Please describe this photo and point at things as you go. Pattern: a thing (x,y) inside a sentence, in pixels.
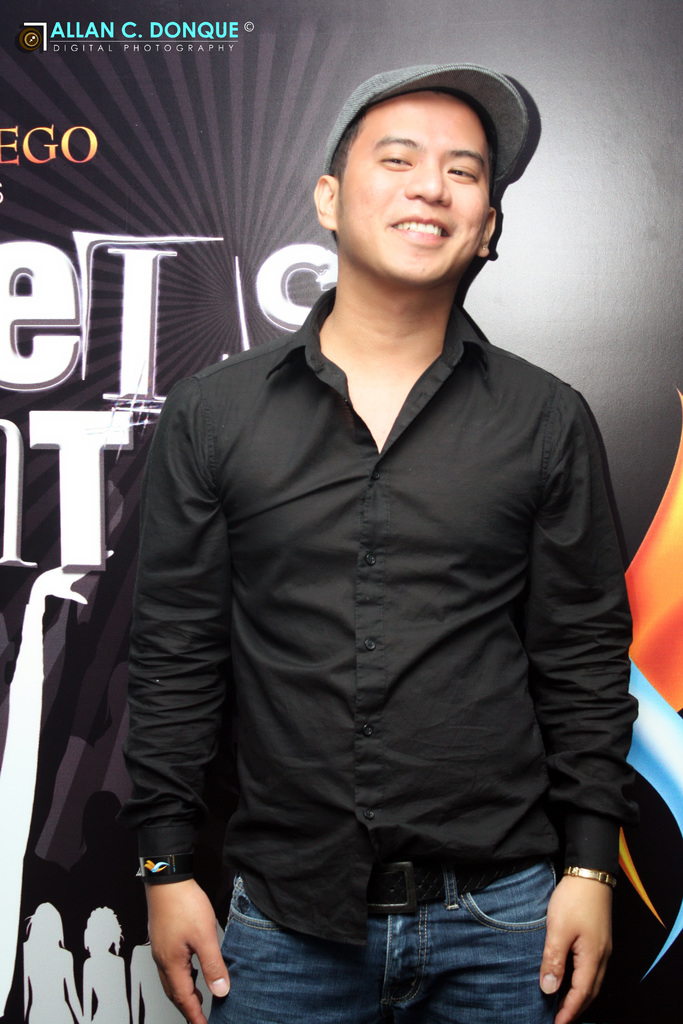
In this picture man (368,663) is standing in the center (331,663) wearing a black colour shirt (412,599) and a grey colour hat (418,68) and is having smile on his face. In the background (613,215) there is black colour banner (205,135).
